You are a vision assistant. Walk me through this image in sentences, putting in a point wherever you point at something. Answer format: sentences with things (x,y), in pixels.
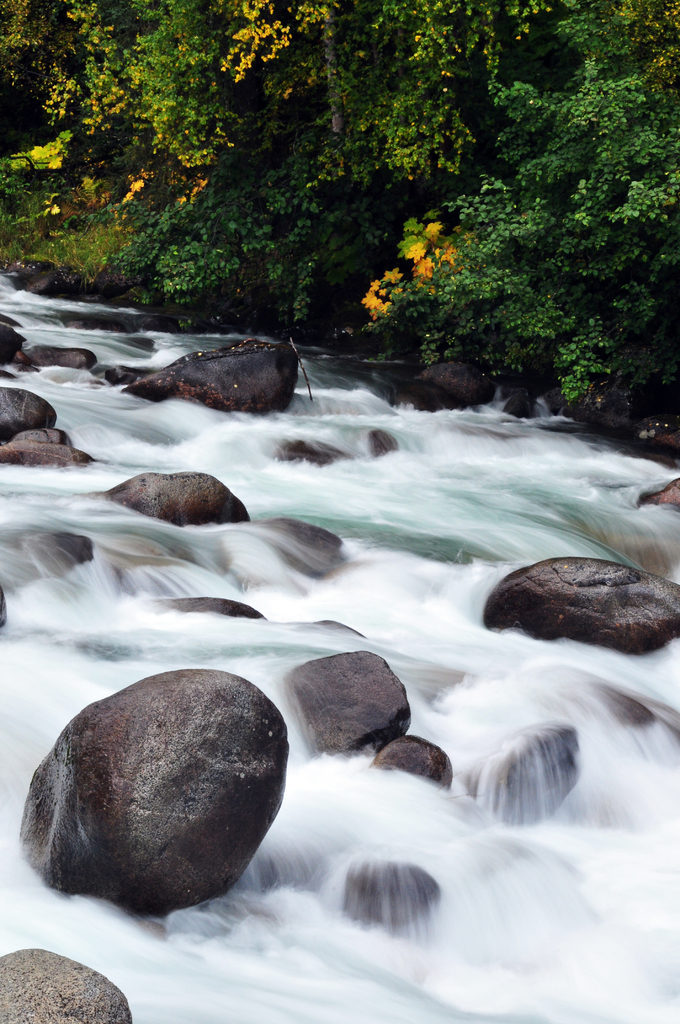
In this image there are trees (141,119), there are rocks (262,729), there is water (302,500) flowing.
